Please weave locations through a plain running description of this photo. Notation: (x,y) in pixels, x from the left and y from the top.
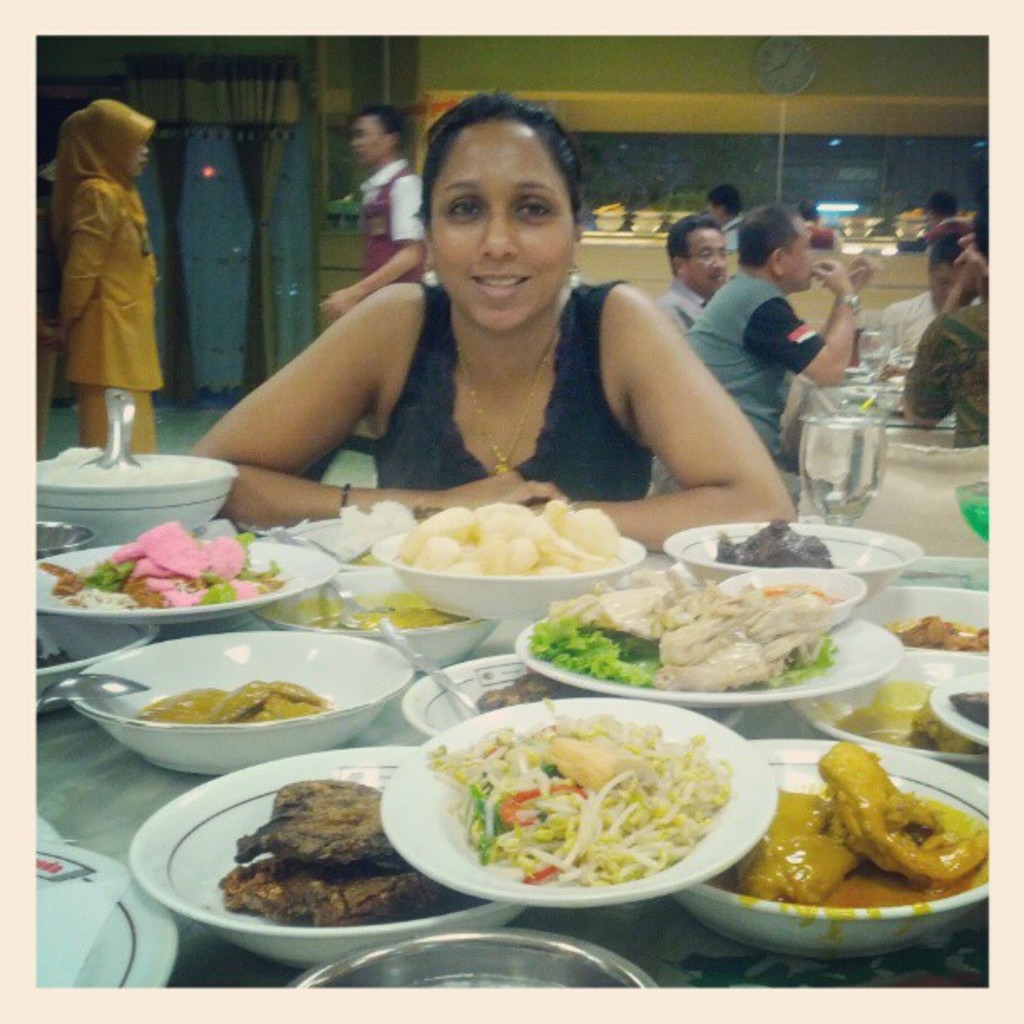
In this picture we can see a woman (574,322) smiling and in front of her we can see bowls (158,655) with food items (491,695) in it, spoons (89,698) and these all are placed on a surface (731,937) and at the back of her we can see some people (783,385) and two people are standing on the floor (169,434), clock (792,49), curtains (265,159) and some objects (898,237).
